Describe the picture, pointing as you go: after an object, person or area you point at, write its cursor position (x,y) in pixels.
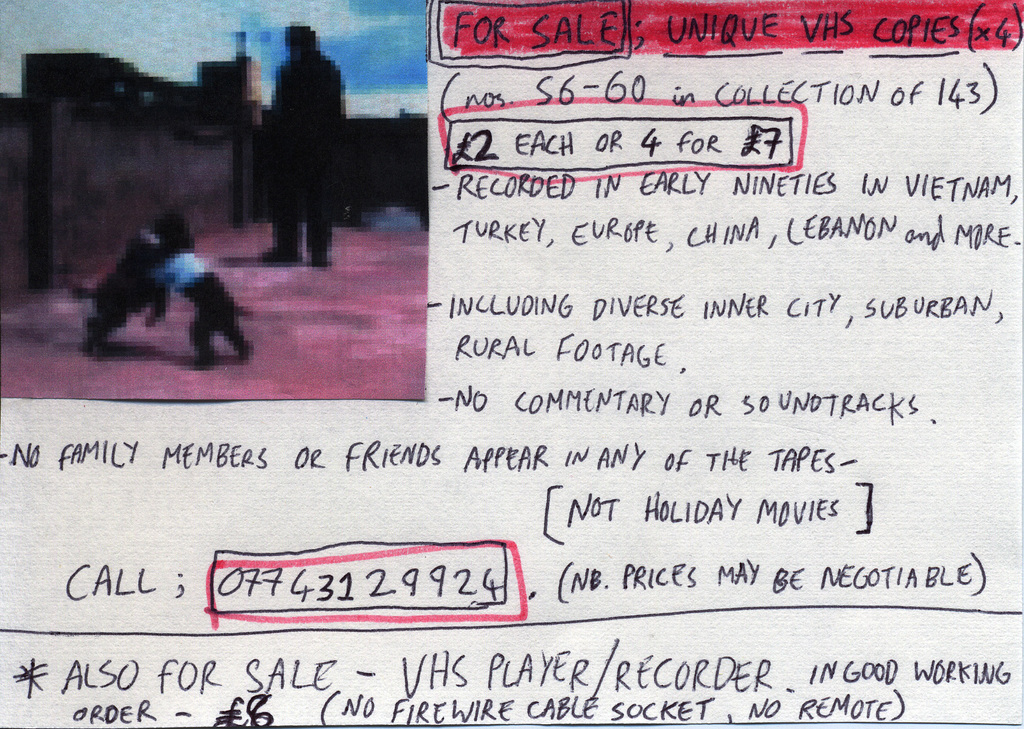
In this image we can see a poster (507,353). On this poster (496,446) we can see pictures (388,314) and some information (563,317).
